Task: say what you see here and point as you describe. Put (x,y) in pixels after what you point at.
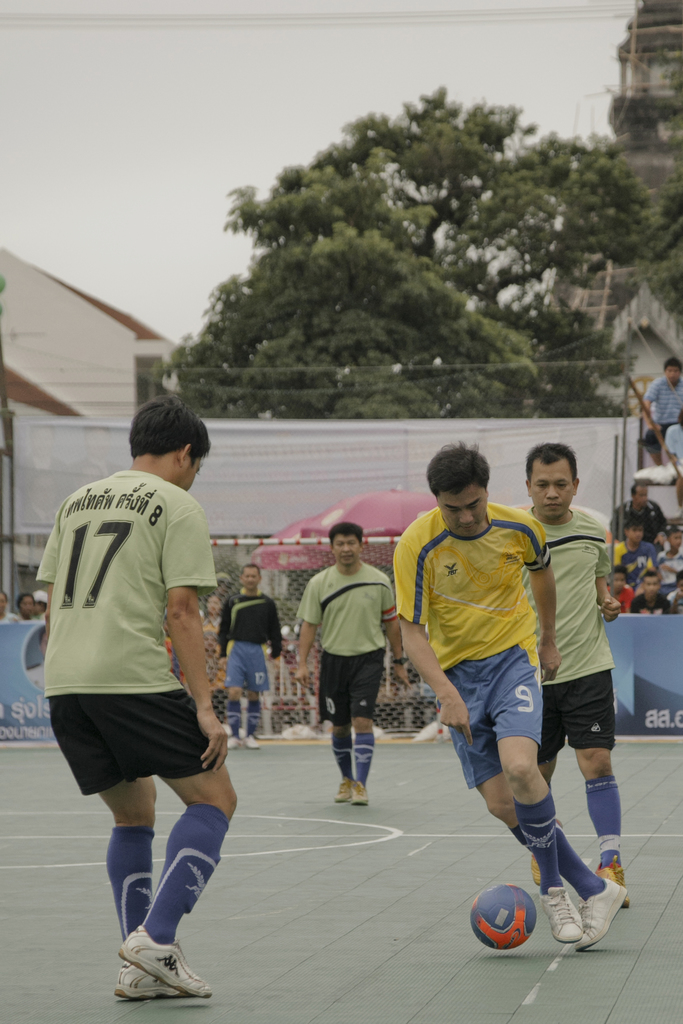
In the foreground (544,448), there are three persons (450,599). Out of which one is kicking a ball (524,933). In the background (333,596) there are two persons (240,660) walking towards the ball (530,921) on the pitch (366,868). In the back (297,692) there is a goal net (296,683). In the top (290,27) there is a sky (114,126) of white in color and trees (412,159) visible. In the right (660,353) there is a building (656,363). This image is taken during a day time.
